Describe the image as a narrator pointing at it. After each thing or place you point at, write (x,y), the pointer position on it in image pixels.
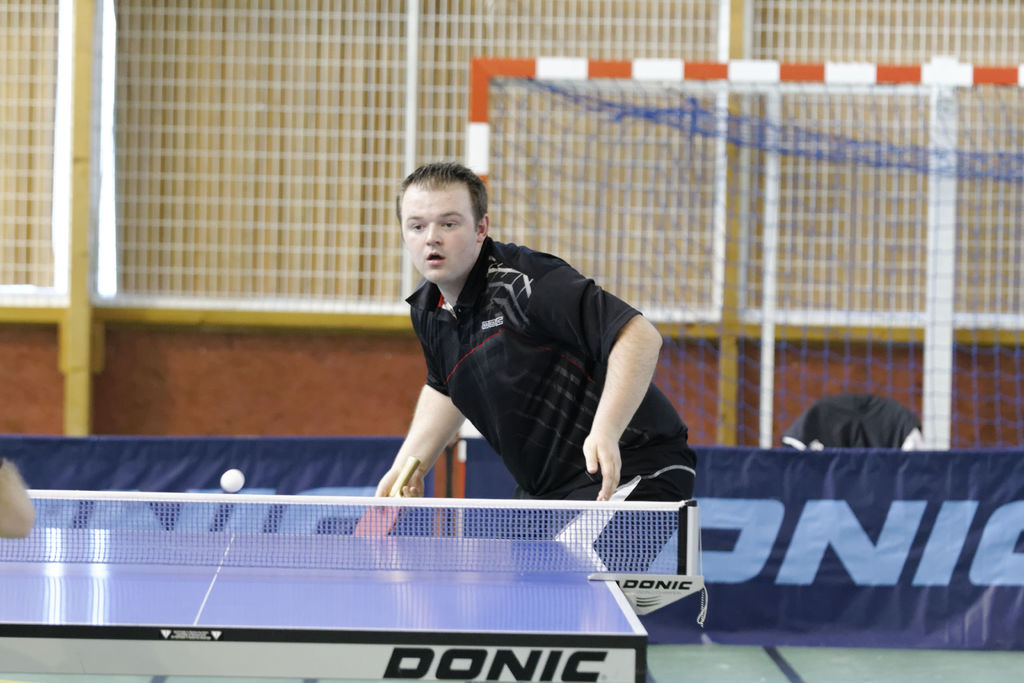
In the center of the image (566,440) we can see a man (422,421) is playing and holding a bat (400,481). In the background of the image (271,188) we can see the wall (525,222), mesh (499,167), cloth (814,409), banner (488,466), ball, table tennis board (555,612). On the left side of the image (10,517) we can see a person hand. In the bottom right corner (835,671) we can see the floor (849,672).
